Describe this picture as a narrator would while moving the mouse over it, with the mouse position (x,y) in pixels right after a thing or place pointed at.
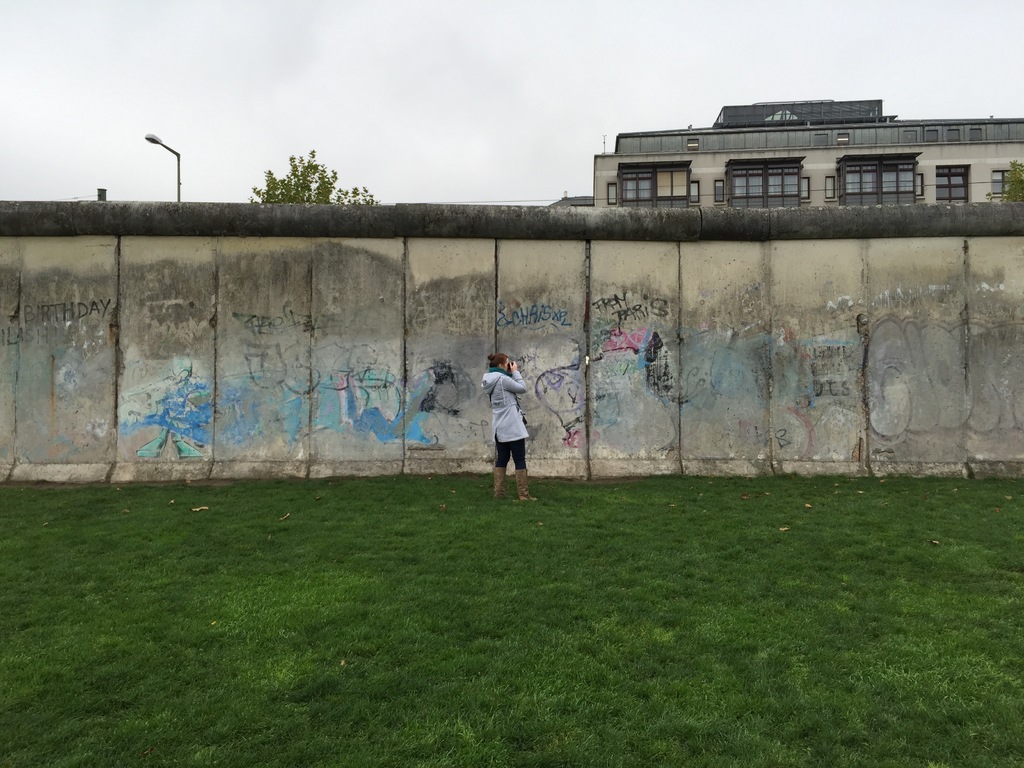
In this picture there is a woman (501,404) who is wearing jacket (504,390), pants (515,454) and shoe (530,496). She is holding a camera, standing near to the wall (315,417). On the bottom (377,685) we can see green grass (482,687). In the background (983,162) we can see buildings (838,194), tree (302,179), street light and pole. On the top (544,47) we can see sky (315,30) and clouds (270,9).
